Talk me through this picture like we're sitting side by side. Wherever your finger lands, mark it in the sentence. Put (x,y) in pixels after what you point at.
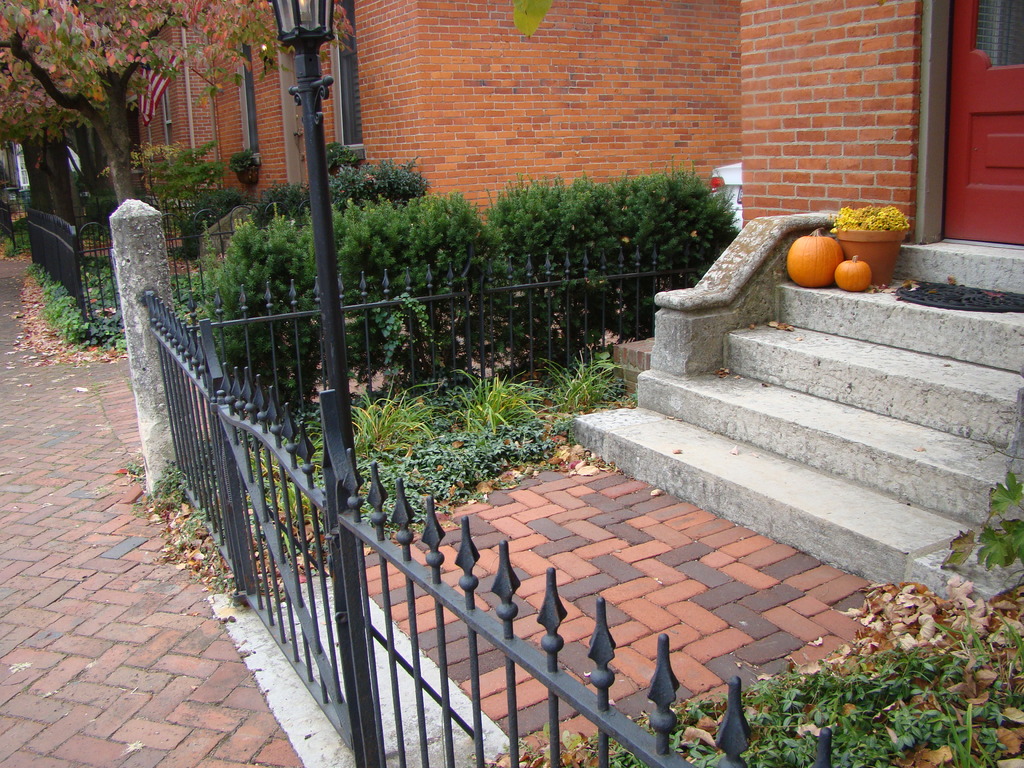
This picture is clicked outside. In the foreground (500,676) we can see the pavement (145,666), lamppost (312,151) and we can see the metal fence (303,441) we can see the plants (300,231) and the green grass (547,414). On the right (903,432) we can see the stairway (905,264), houseplant (856,218), pumpkins (828,270) and some other objects (983,152). In the background (462,101) we can see the houses (348,75) and the trees (104,125) and some other objects (156,395).
